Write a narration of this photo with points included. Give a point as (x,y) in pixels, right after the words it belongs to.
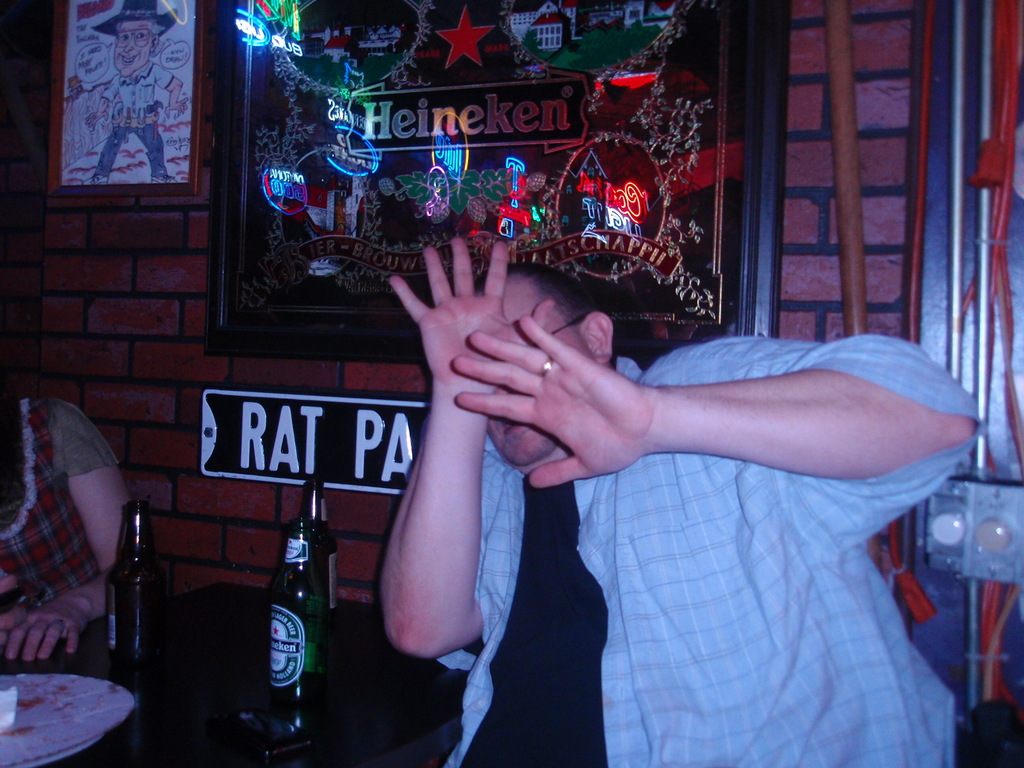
There is a man (465,401) and woman (28,412) sitting in the foreground area of the image (467,566), there are bottles (136,574) on the table (382,625), it seems like the posters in the background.
